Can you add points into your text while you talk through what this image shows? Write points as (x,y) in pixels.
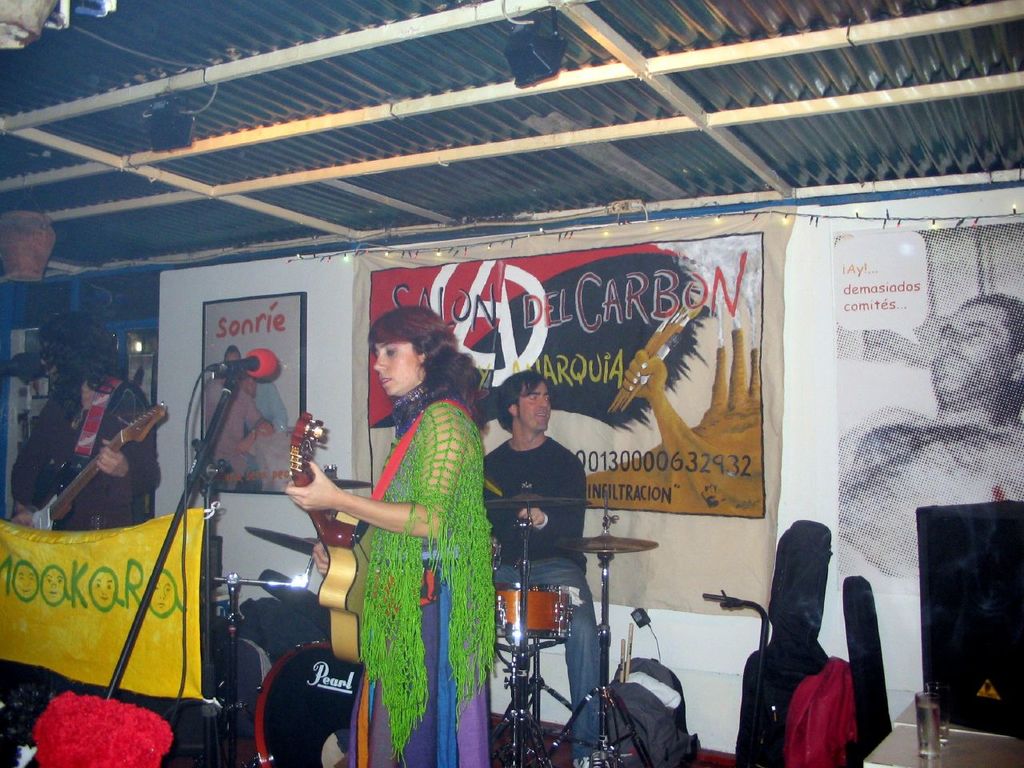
In this image, there are three persons (515,473) playing the musical instruments (58,468). I can see a mike (274,372) with a mike stand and a cloth (47,582). At the bottom of the image (683,731), there are bags (656,745) on the floor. In the bottom right corner of the image (942,620), I can see a speaker (959,694) and a glass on a table (954,736). In the background (569,306), there are posters (880,329) and a banner (475,291) to the wall (280,267). At the top of the image (213,107), I can see an iron sheet (453,81) and there are lights (517,53) and objects (173,128) to the iron rods (622,56).
